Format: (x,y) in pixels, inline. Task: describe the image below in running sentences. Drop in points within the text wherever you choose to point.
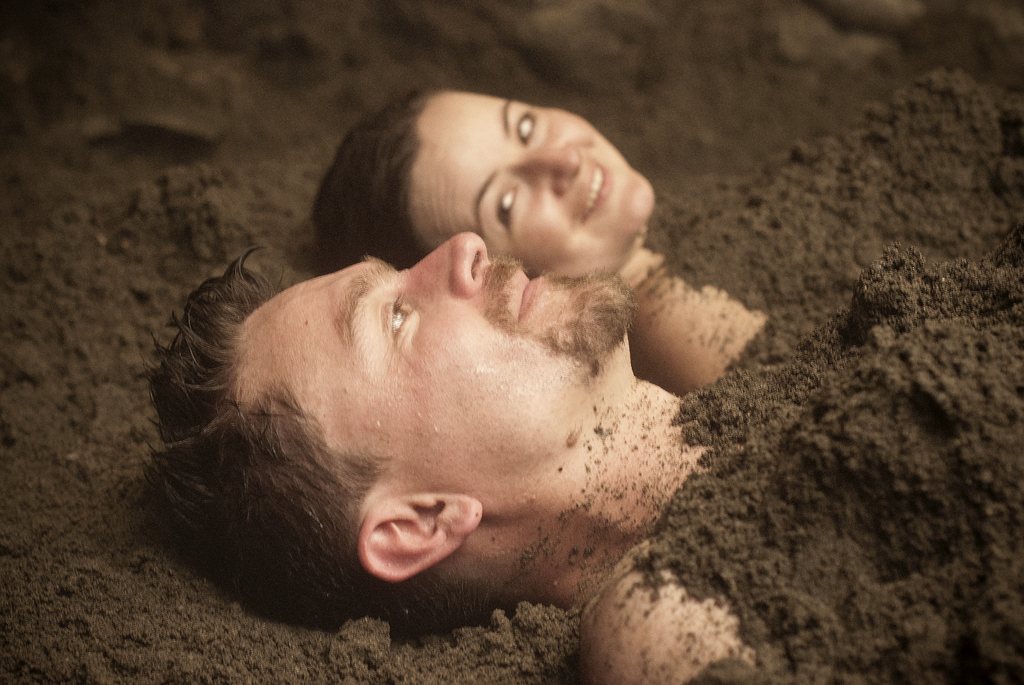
In this image there is a man (331,402) and a woman (542,223) lying on the ground (503,645). They are covered with soil (915,241). The woman (584,160) is smiling.
